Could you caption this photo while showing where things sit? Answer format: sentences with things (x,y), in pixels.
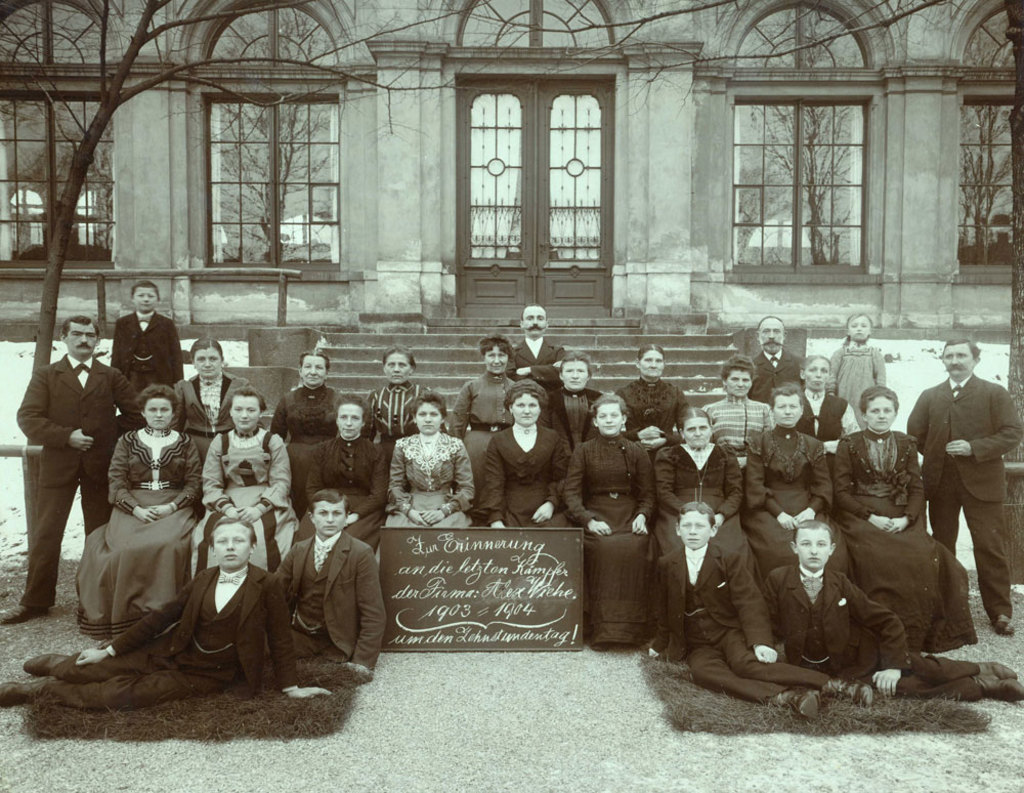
This image is a black and white image. This image is taken outdoors. At the bottom of the image (442,742) there is a ground (628,725). In the background (368,133) there is a building (590,191) with walls (665,180), doors (516,185) and windows (259,192). There are a few stairs (482,337). There are a few trees (1020,359). In the middle of the image (615,482) a few people (200,469) are sitting on the chairs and a few (965,495) are standing. A few (250,596) are sitting on the ground (567,661) and there is a board (472,592) with a text (495,614) on it.
